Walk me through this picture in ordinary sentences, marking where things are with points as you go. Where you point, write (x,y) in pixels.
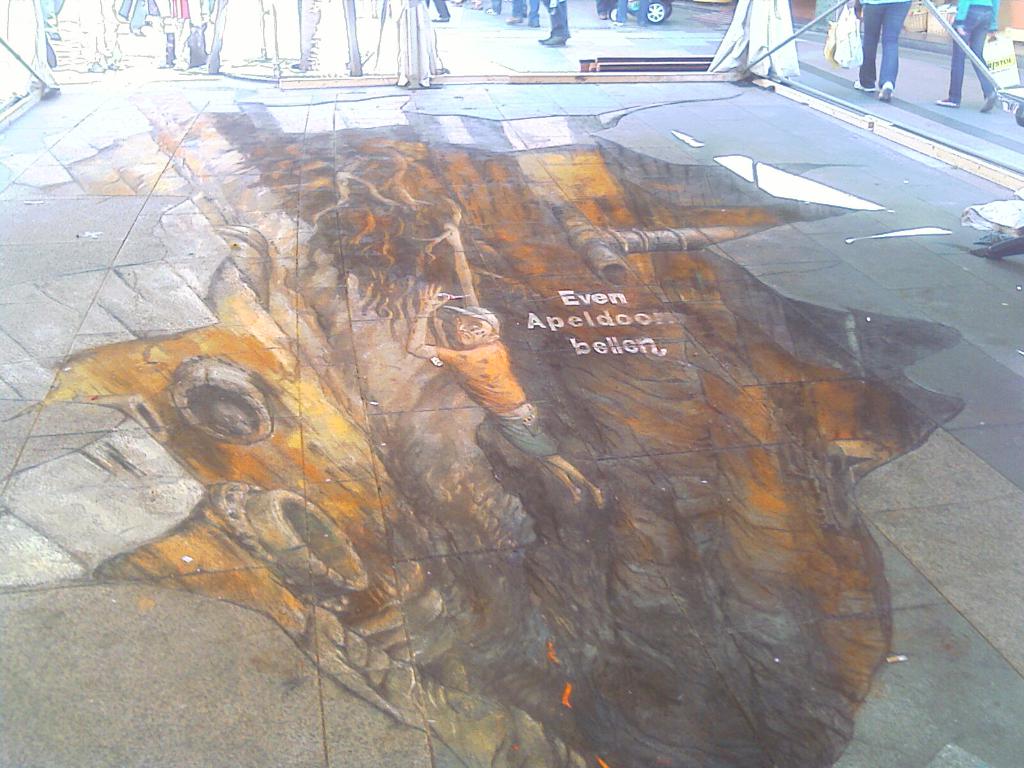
This image consists of a 3D painting (371,443) on the floor (371,443). In the background (875,34), we can see many people (989,93) walking.
